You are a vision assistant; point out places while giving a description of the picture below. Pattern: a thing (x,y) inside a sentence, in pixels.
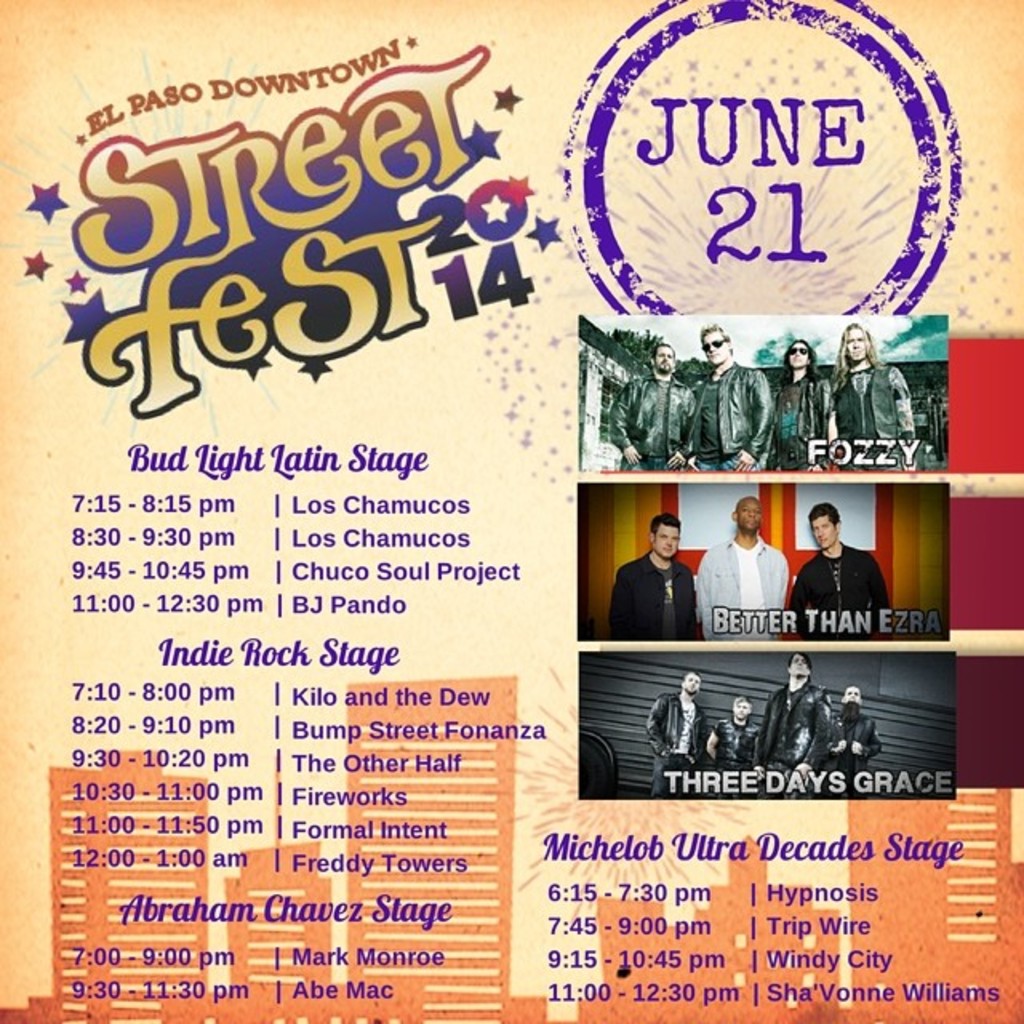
This is a poster (318,538). In this poster (748,299), we can see there are three images (723,617) of the persons (838,395), there are paintings (453,711) of the buildings (407,742) and there are texts (362,258) in different colors. And the background (43,507) is cream in color.
